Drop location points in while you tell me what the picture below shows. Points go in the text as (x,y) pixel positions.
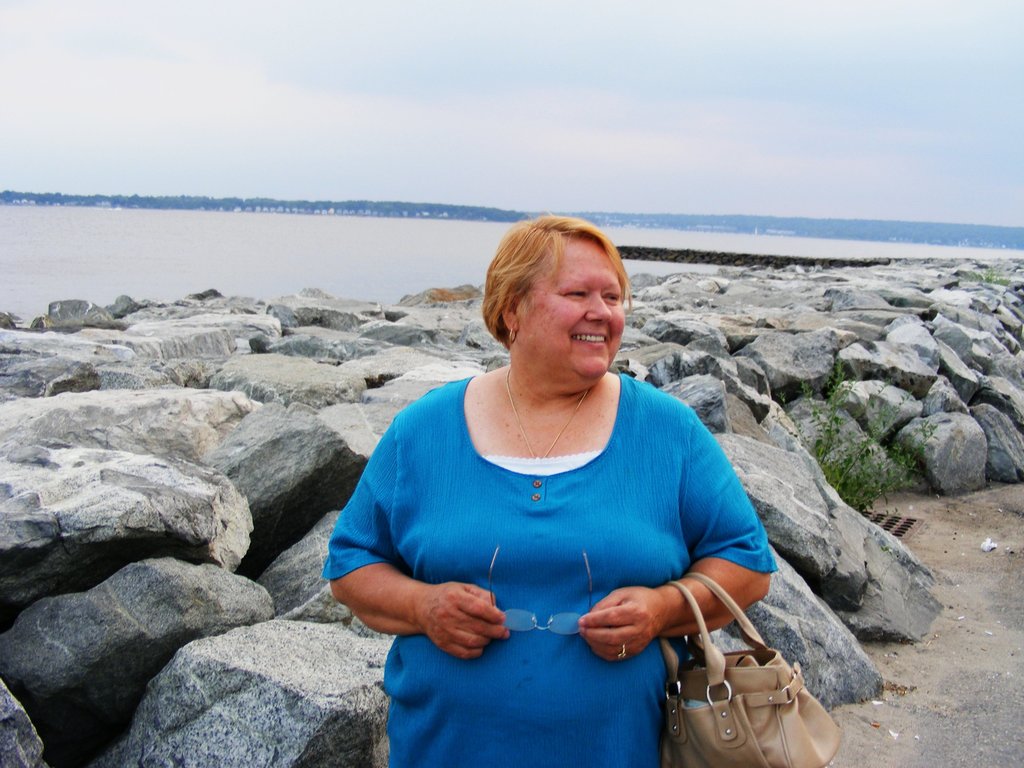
In this image I can see a woman (540,655) standing, she is holding spectacles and a bag (755,676). she is wearing a blue dress (556,513). There are rocks (181,462) and water (401,297) behind her. There are trees (844,232) at the back (470,219). There is sky (512,88) at the top (512,88).
